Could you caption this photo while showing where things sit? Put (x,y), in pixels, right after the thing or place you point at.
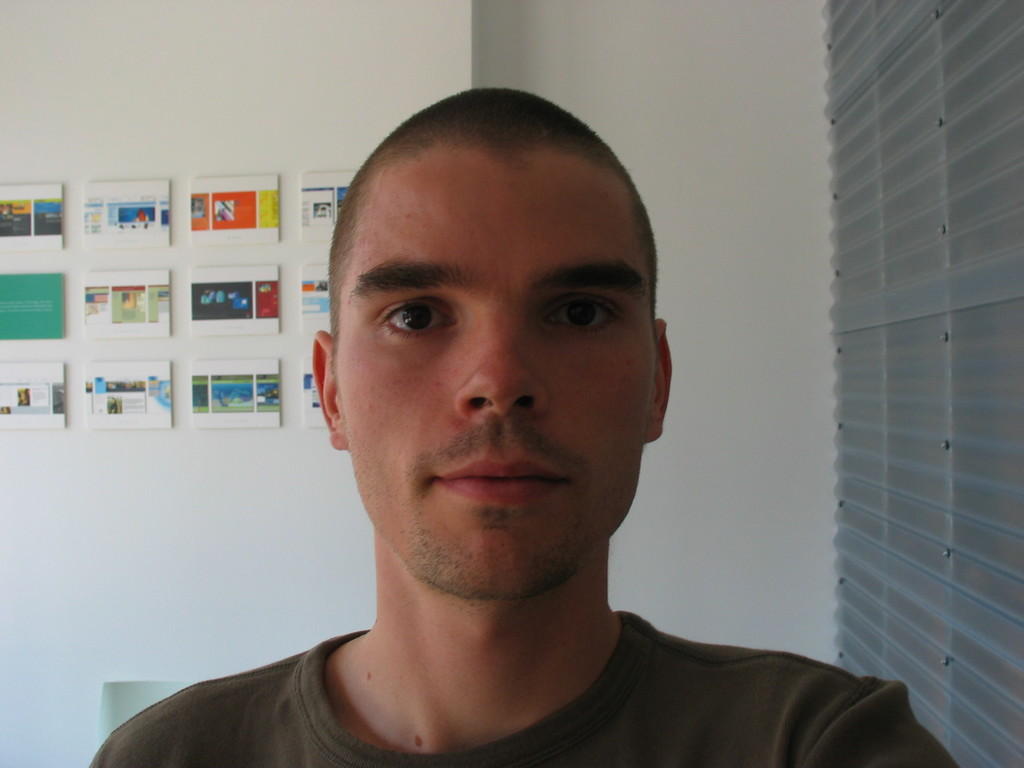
In this image there is a man (368,690). Behind him there is a wall (362,96). There are boards (169,329) on the wall (115,359). To the right (891,218) there are window blinds (902,294).
